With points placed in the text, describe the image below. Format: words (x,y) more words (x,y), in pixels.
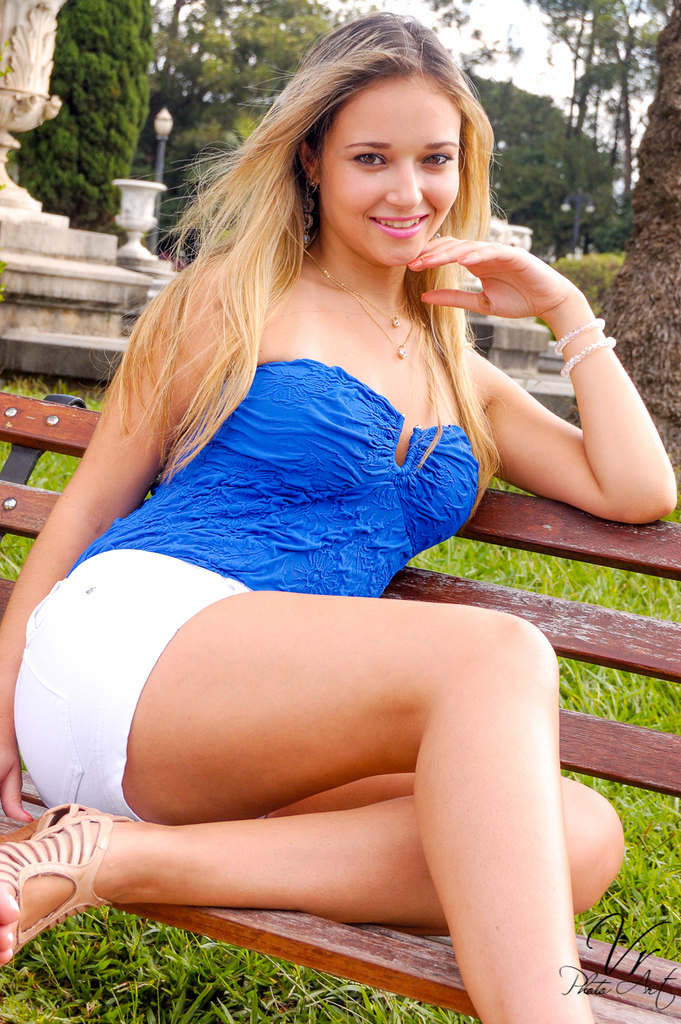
In this image I can see a woman (279,562) wearing blue and white colored dress (159,600) is sitting on a bench (602,653). I can see the grass (607,598), few trees (102,178), a pole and in the background (539,58) I can see the sky (539,26).
